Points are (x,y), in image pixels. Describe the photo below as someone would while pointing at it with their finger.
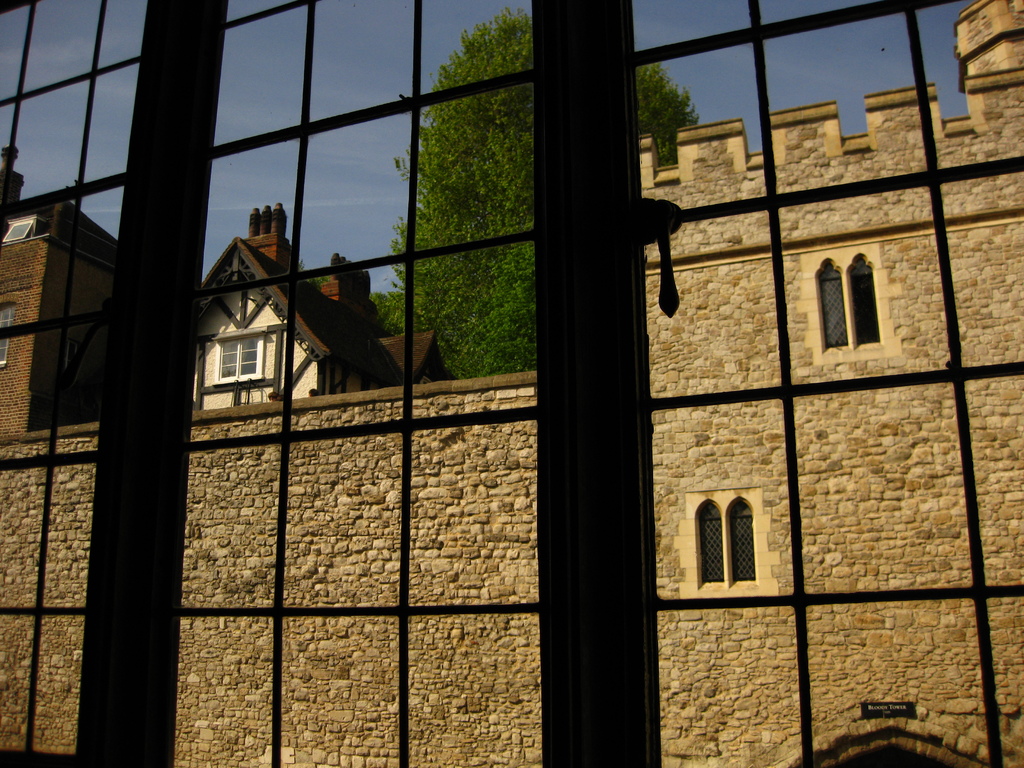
In this picture I can see bars (622,106) and in the background (266,716) I see the buildings (366,315), a tree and the sky (328,104).
